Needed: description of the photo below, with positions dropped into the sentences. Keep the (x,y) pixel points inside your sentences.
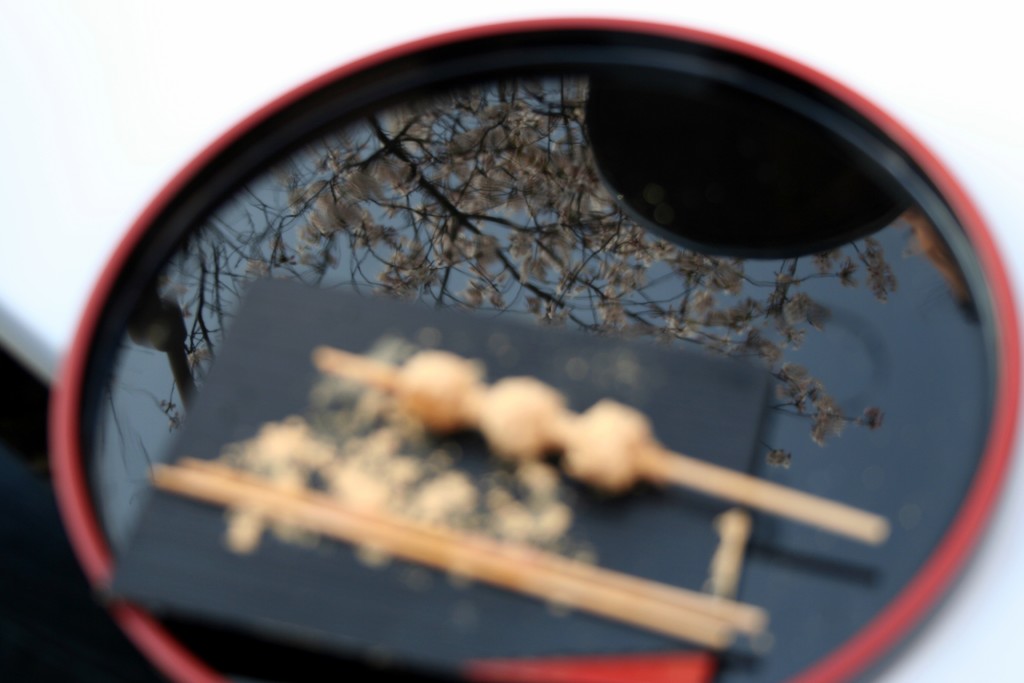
In this image there is a tray (114,305) and tree (314,212) is shown as mirror image in it and there are two chopsticks (515,587) placed on it.
